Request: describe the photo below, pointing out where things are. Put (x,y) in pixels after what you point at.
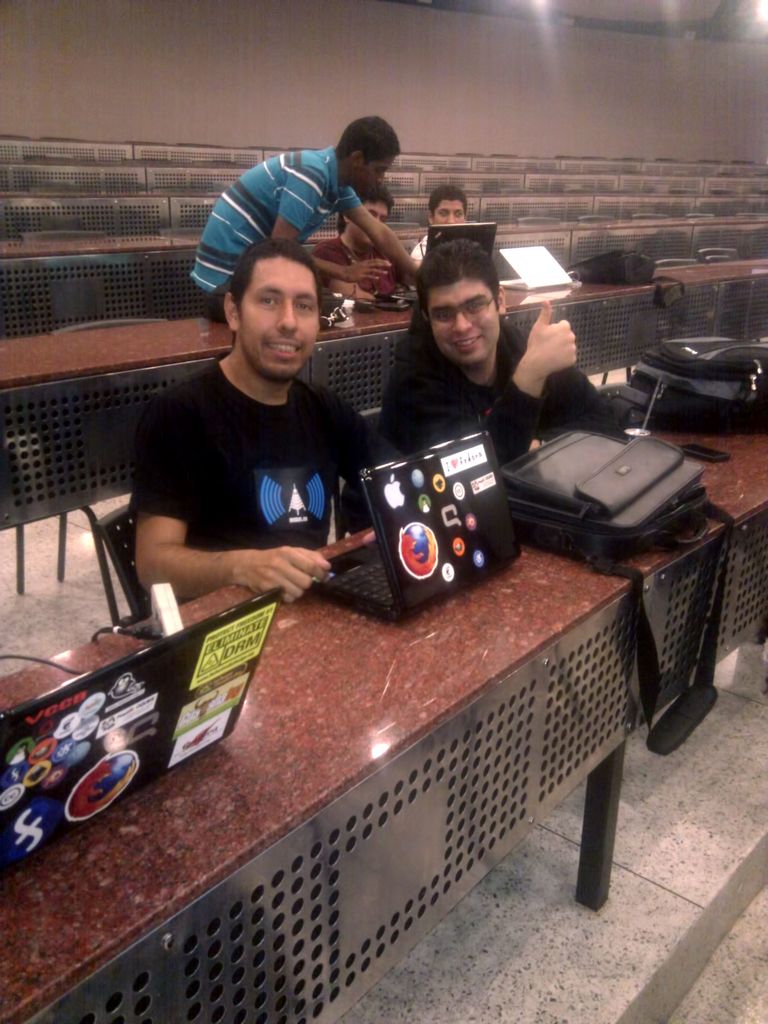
In this image I can see few people (290,330) are sitting and a person (193,277) is standing. I can also see few laptops (409,592) and bag (727,402) on these tables (358,658).
